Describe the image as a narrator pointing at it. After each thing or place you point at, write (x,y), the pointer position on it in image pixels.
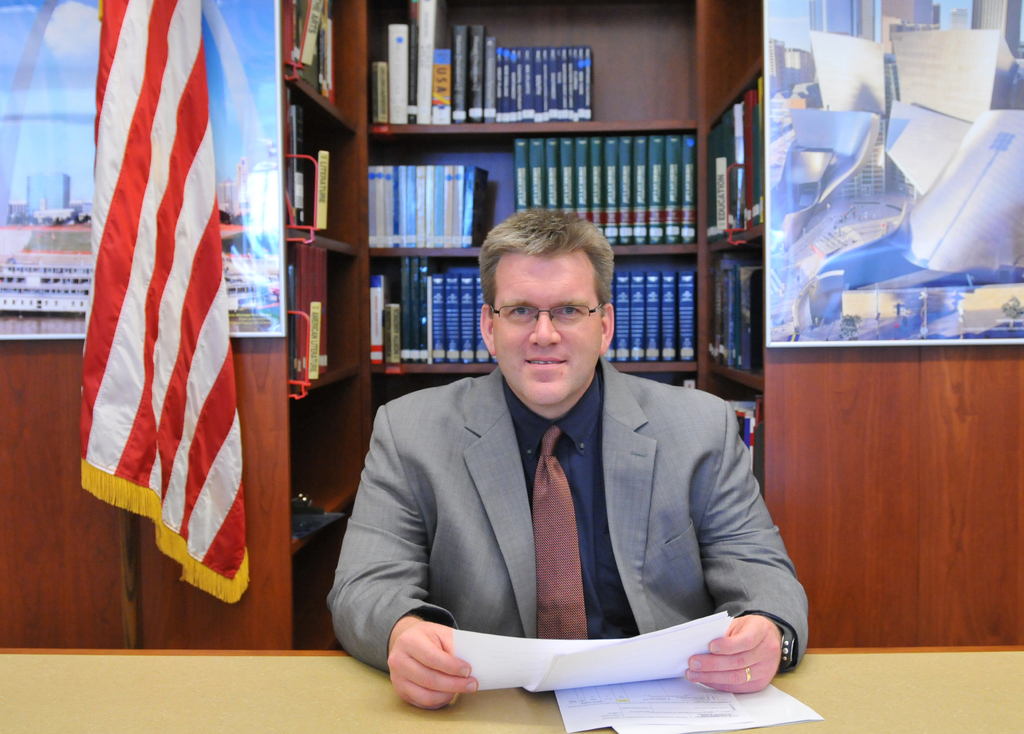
In this image there is a person (638,595), racks (344,289), pictures (241,112), flag (177,191) and table (258,672). On the table (302,670) there are papers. In the racks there are books (399,111). A person (619,417) is holding papers (514,641). Pictures (258,120) are on the wooden wall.
